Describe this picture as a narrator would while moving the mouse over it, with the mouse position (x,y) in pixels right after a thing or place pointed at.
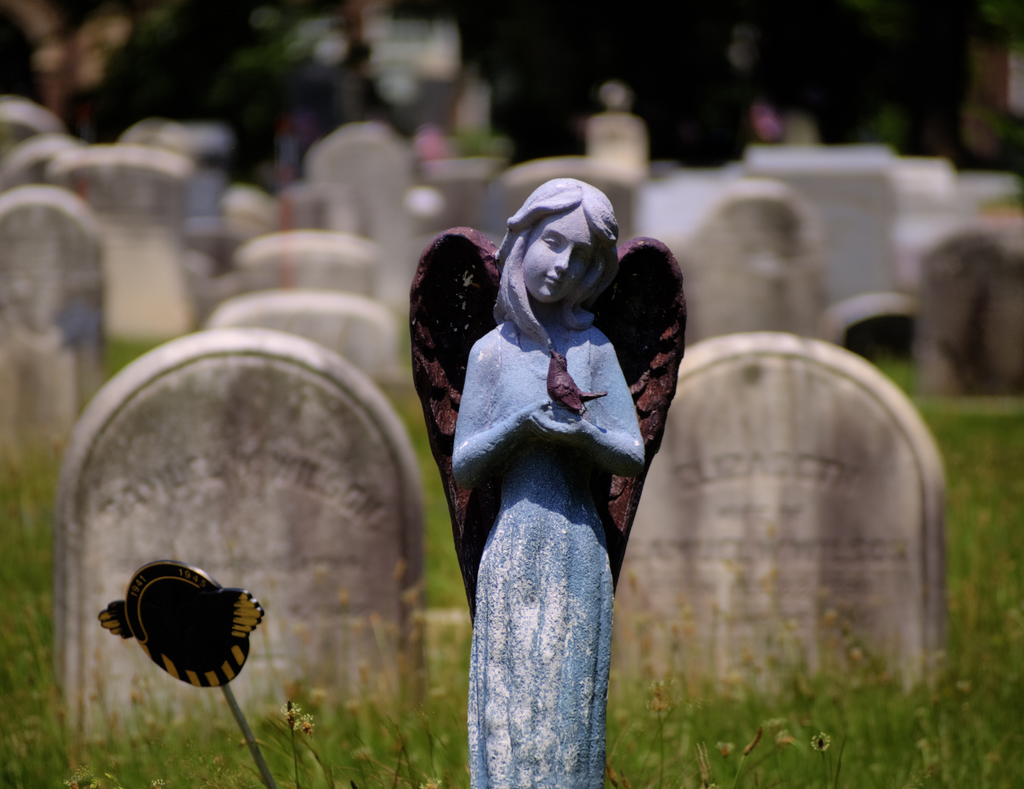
In this picture we can see a sculpture of woman (615,509) and there is a bird (554,353) on her hands (529,417). On the background (311,416) We can see many stones (659,188). This is the grass (860,746).
